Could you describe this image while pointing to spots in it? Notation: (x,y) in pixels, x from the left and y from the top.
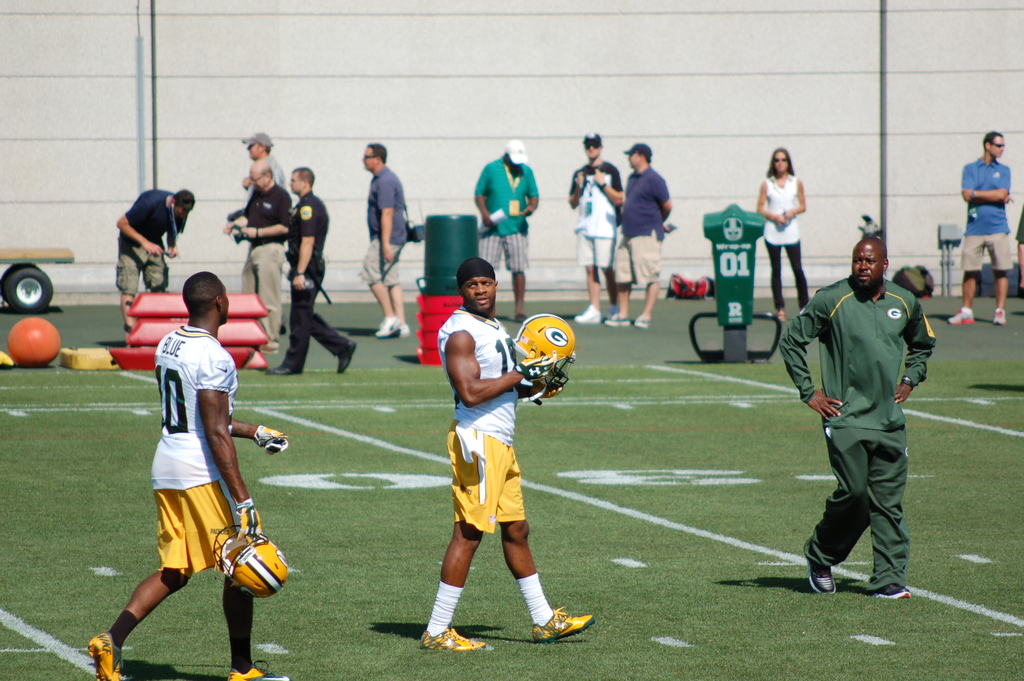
In this image there are two people (176,464) who are wearing jersey (182,410), and they are holding helmets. At the bottom (305,586) there is grass (696,488), and in the background (42,324) there are a group of people (1019,248), bags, ball (40,342) and some objects (141,316) and some of them are holding some things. And there is a walkway (70,327) and tires (33,271), and in the background (152,137) there are two poles (154,35) and wall (436,155).
